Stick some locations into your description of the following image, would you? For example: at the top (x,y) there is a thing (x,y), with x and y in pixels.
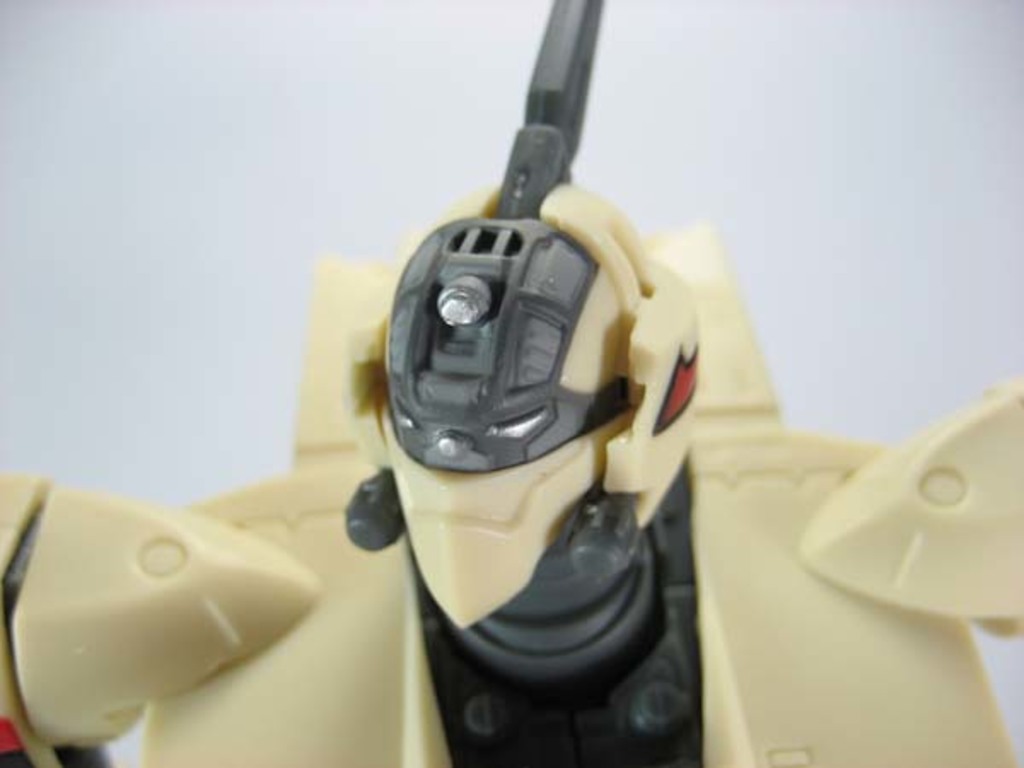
This picture consists of a toy (545,271) in the image.
